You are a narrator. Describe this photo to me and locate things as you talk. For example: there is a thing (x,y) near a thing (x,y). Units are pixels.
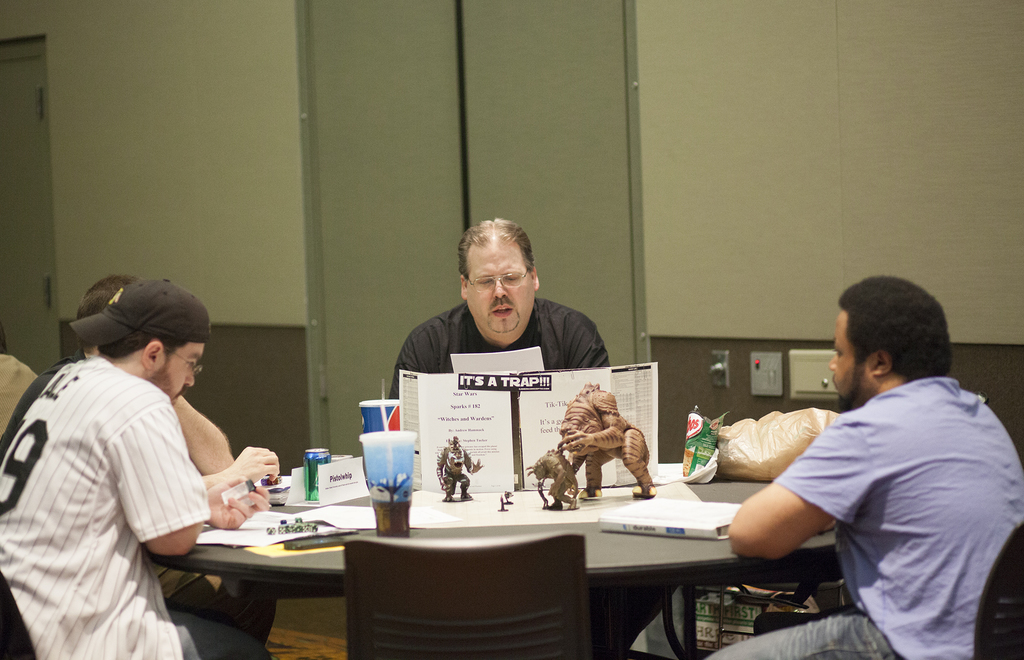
In this picture we can see inside view of the room (573,565) in which four person (772,549) are sitting on the chair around the table (498,534) and discussing something, In center (565,343) a man (564,342) wearing black shirt (564,342) is reading book (508,407) on which it's a trap is written. Opposite to him a man (901,461) wearing purple shirt (898,452) is sitting and watching to him, Beside a another man (95,478) is looking down. On the table (481,527) we can see some books (679,510), coke can (317,463) and some toys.
